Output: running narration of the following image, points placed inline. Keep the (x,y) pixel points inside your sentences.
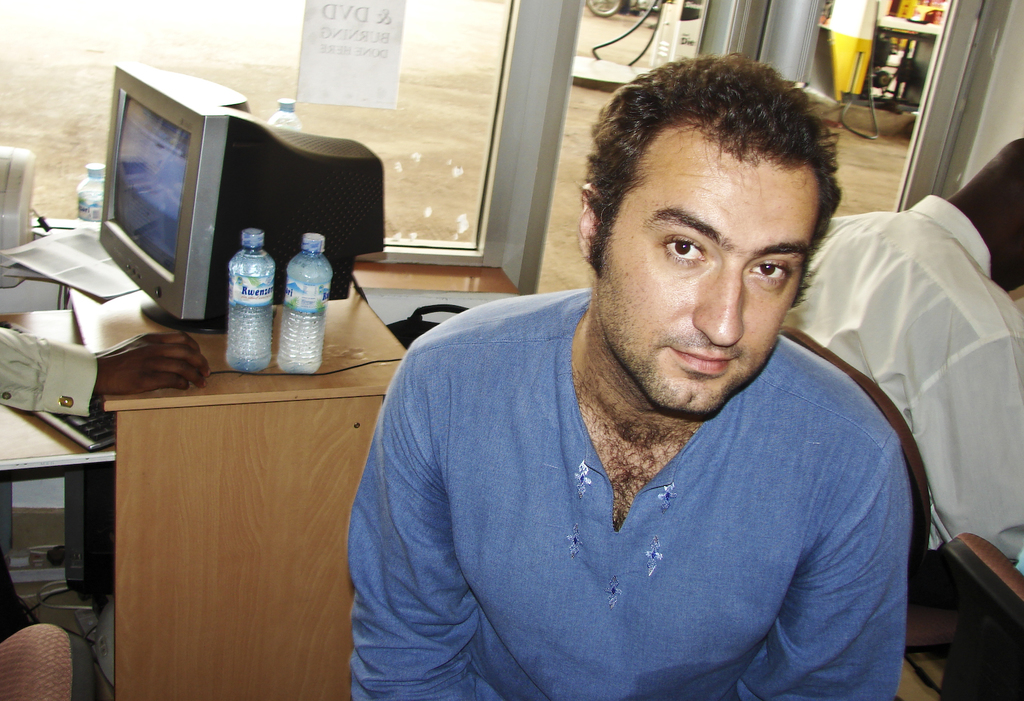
In this image there is a man (683,335) sitting in chair (915,549) near the table (282,682), and in table (303,421) there are papers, water bottle (226,326), computer (170,236), keyboard (96,430) and at the back ground (1002,479) there is another person (931,480) sitting in a chair (981,581).
